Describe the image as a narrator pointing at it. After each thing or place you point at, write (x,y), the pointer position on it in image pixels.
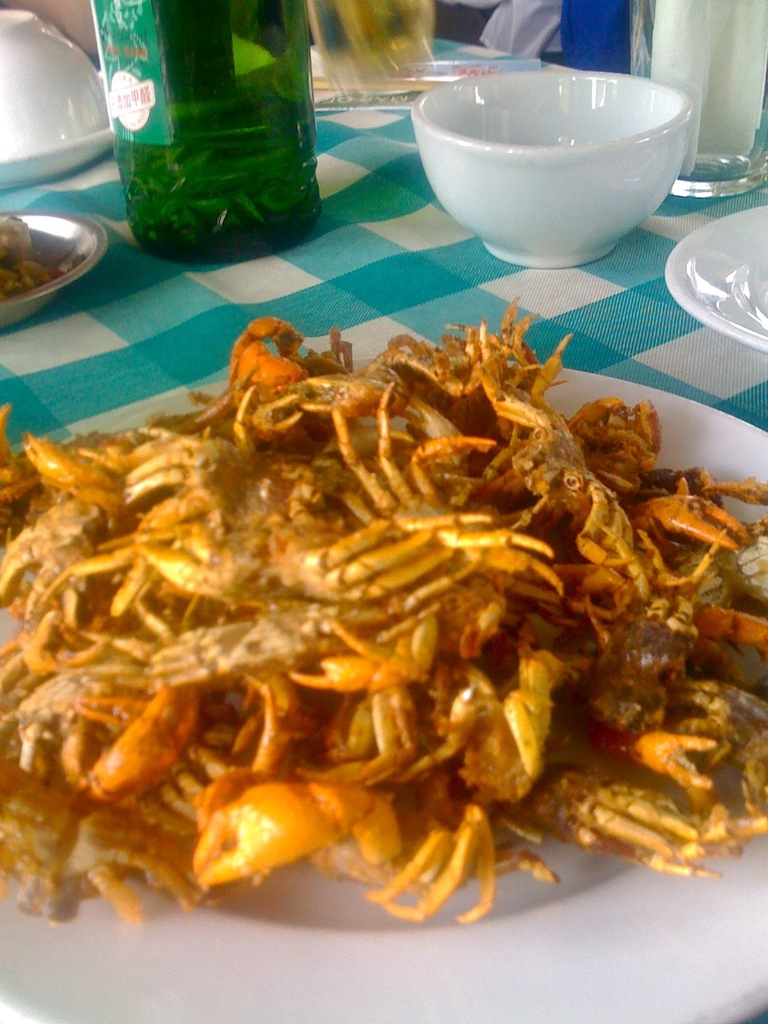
In this image there is a plate (333,1016) full of crabs (560,435) which is kept on the table (121,350). On the table (407,181) there are bowls (442,121), glass bottle (224,90), plate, glass (742,55).
